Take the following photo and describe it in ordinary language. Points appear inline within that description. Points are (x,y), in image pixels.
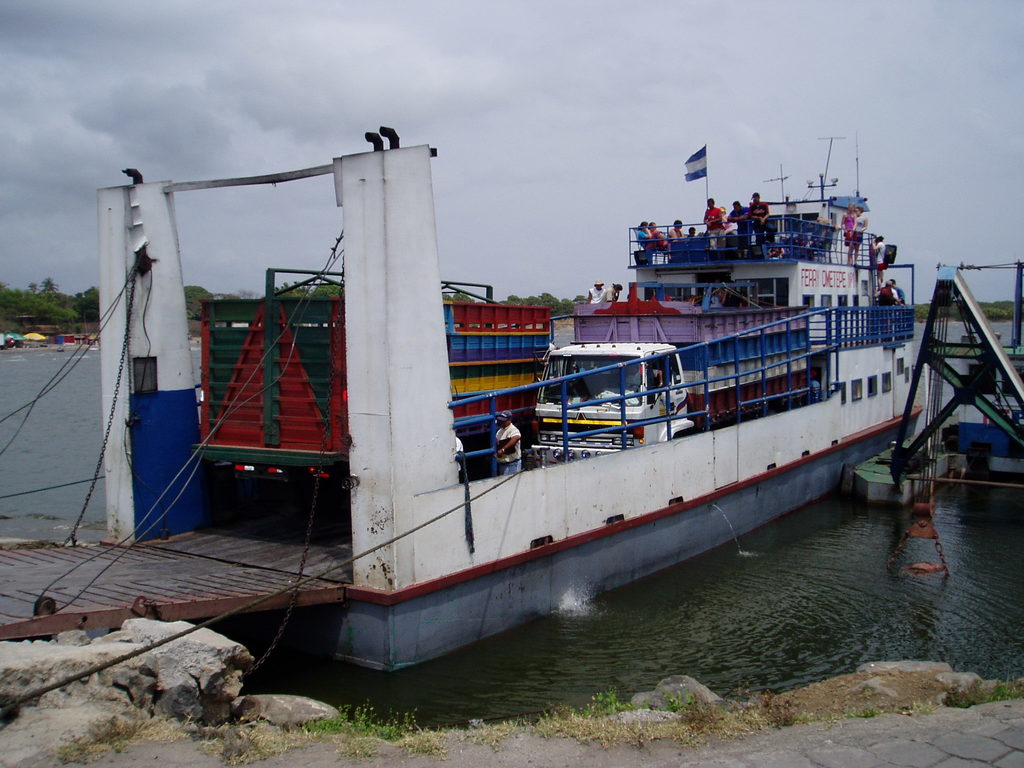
In the image there is a ship (434,631) and on the ship (182,369) there are two vehicles (514,375) and few people (748,223), the ship (162,436) is on the water surface (746,627).
